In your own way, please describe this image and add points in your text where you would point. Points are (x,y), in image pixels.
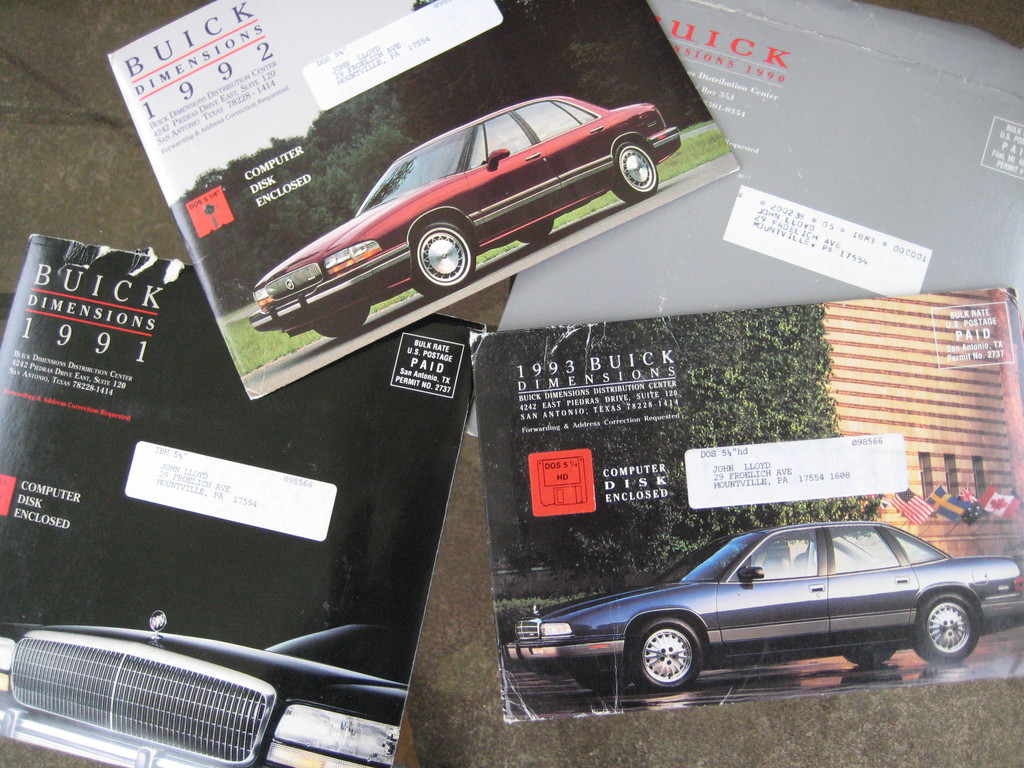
In the center of the image (449,486) we can see books (671,345) placed on the table (564,742).
